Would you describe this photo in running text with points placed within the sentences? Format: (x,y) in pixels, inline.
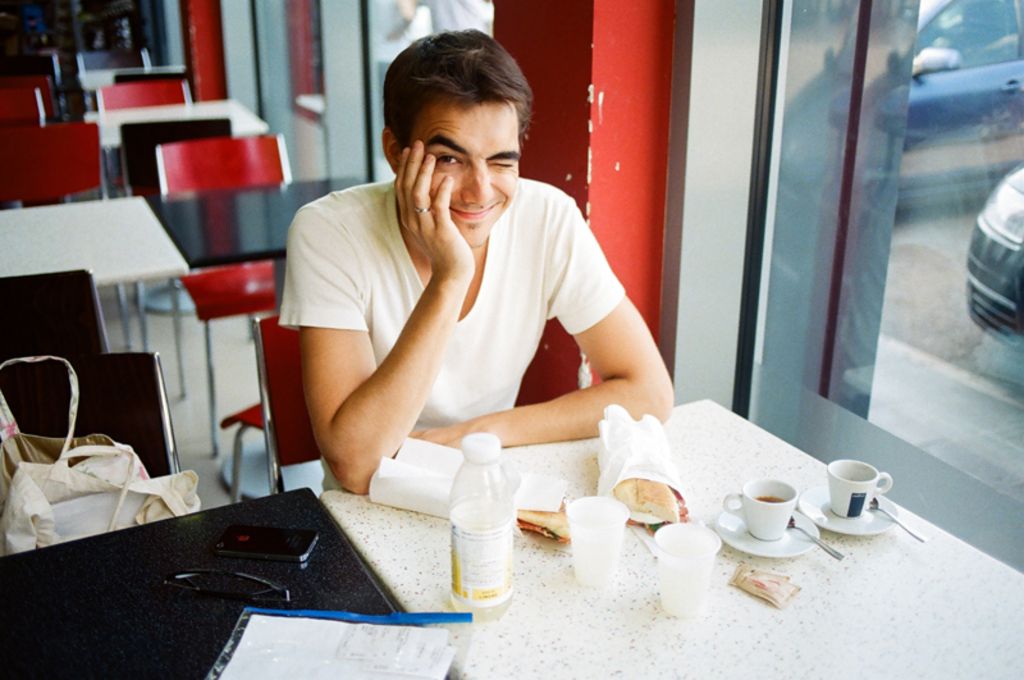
On the background (145,117) we can see empty chairs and tables (157,245). We can see one man (444,424) wearing white colour tshirt (489,286) and he is winking his eye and smiling, sitting on a chair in front of a table (714,665) and on the table (701,507) we can see food (658,495), cups (774,523) and saucers (829,522), spoon (796,527), bottles (507,557) and a paper (319,634). Beside to him there is a chair (39,400) and on the chair (156,472) we can see a handbag (190,476). Through window glass (968,392) we can see cars (969,286).
